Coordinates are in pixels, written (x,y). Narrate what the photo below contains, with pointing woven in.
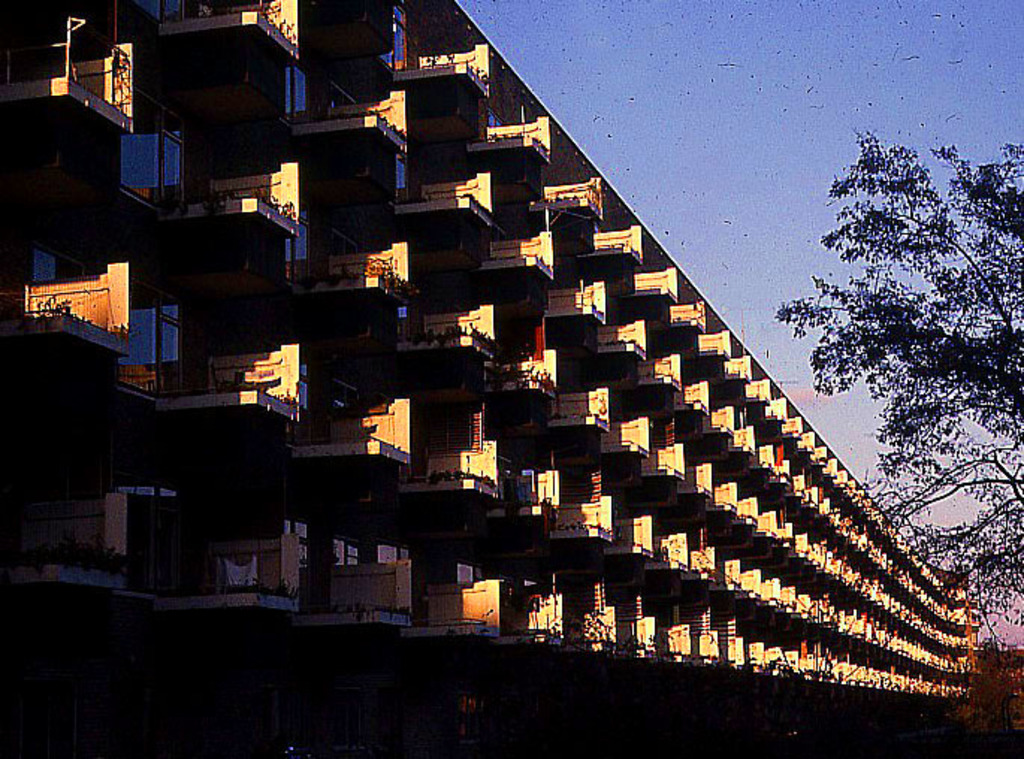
In this picture I can see there is a building (654,465) and there are trees (984,677) and the sky (765,194) is clear.
